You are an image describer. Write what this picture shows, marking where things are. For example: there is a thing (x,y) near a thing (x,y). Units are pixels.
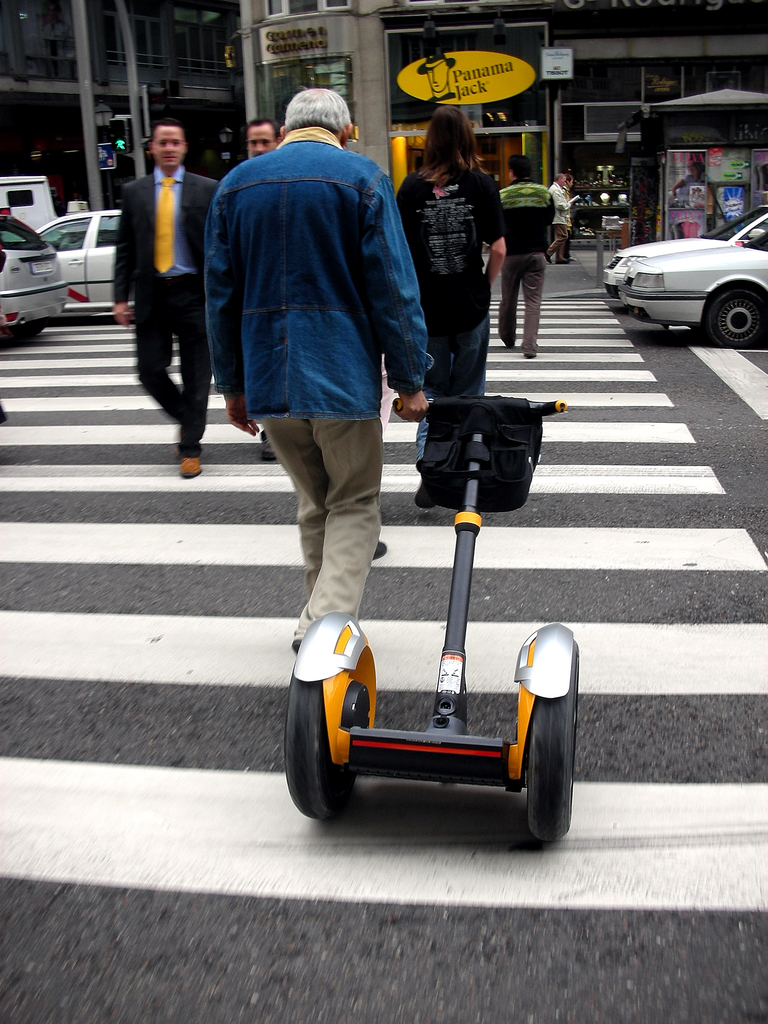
In this image I can see a person (336,376) wearing blue colored jacket (331,367) and grey color pant (311,560) is standing and holding a black colored object (463,405) in his hands (409,405). In the background (183,294) I can see few other persons (503,235) standing on the road (513,389), few vehicles (664,250) on the road (767,351) and few building (211,73).
